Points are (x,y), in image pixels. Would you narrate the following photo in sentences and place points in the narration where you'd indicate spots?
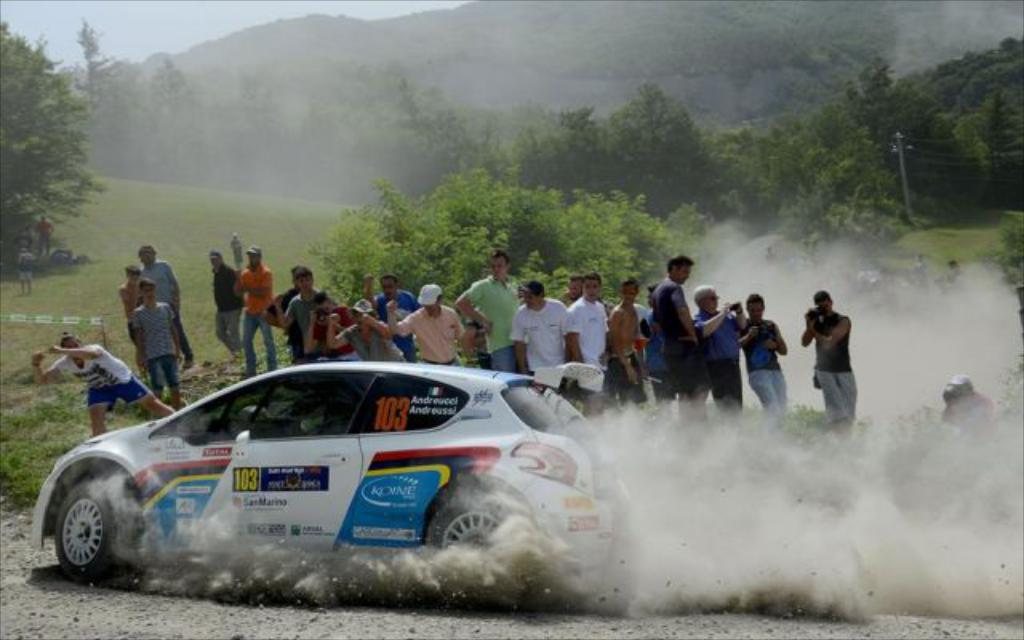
In this image we can see the mountains (559,71), so many trees (466,115), grass (115,345) and so many people (966,404) are standing and holding some objects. There is one antenna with wires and one pole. One racing car (266,486) is on the road (388,621). At the top (168,21) there is the sky (184,20).
